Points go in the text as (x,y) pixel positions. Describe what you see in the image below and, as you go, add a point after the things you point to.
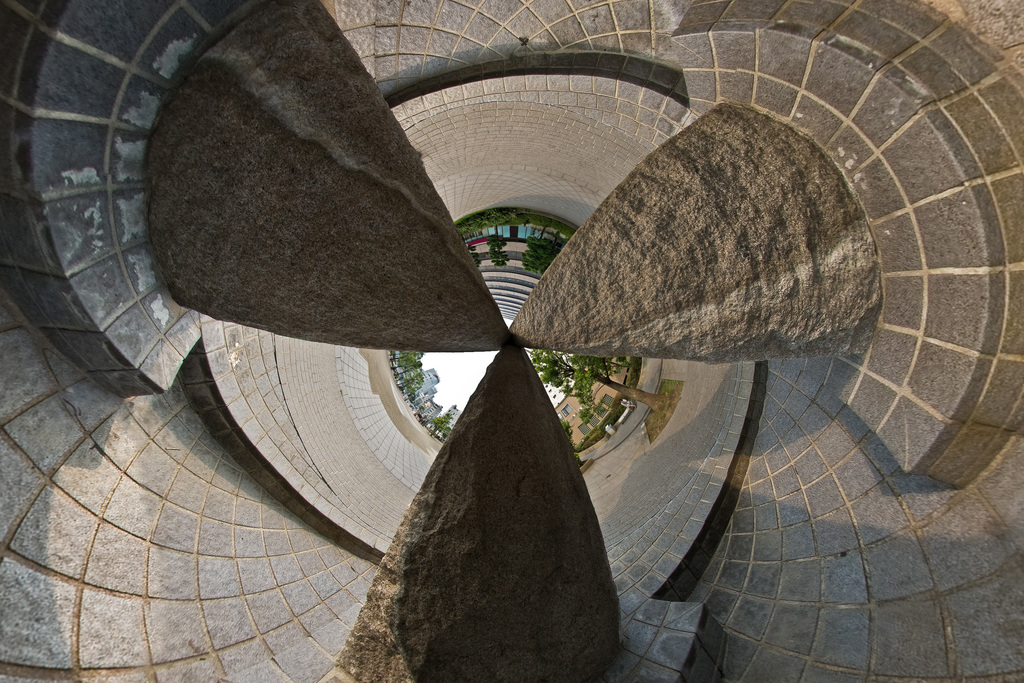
In this image I can see a brutalist architecture (766,189), in the middle (422,367) I can see the sky (455,394), tree (446,427), building (568,420).
